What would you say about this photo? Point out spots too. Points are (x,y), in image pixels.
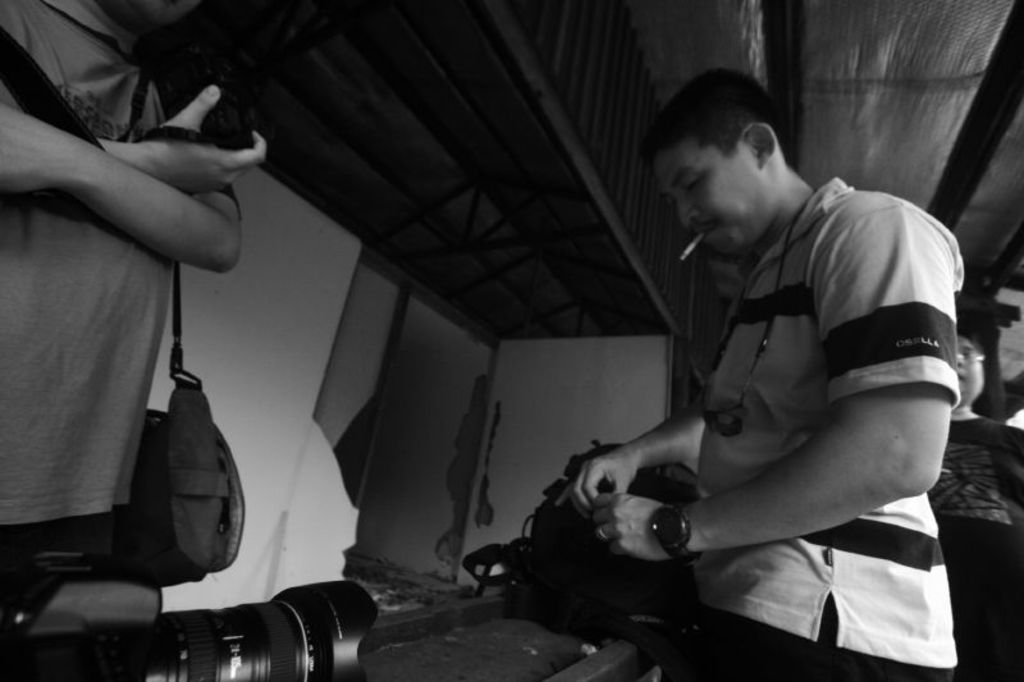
This is a black and white picture. In this picture we can see a man (871,199), smoking a cigarette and he is standing. it seems like he is holding something. We can see a camera (133,680) place on the platform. On the left side of the picture (150,376) we can see a man (150,376) standing and he is carrying a bag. In the background (560,415) we can see cloth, wall (528,404) and at the top (731,33) we can see the ceiling (683,47). On the right side of the picture (964,389) we can see a woman (971,374) wearing spectacles (966,353).
